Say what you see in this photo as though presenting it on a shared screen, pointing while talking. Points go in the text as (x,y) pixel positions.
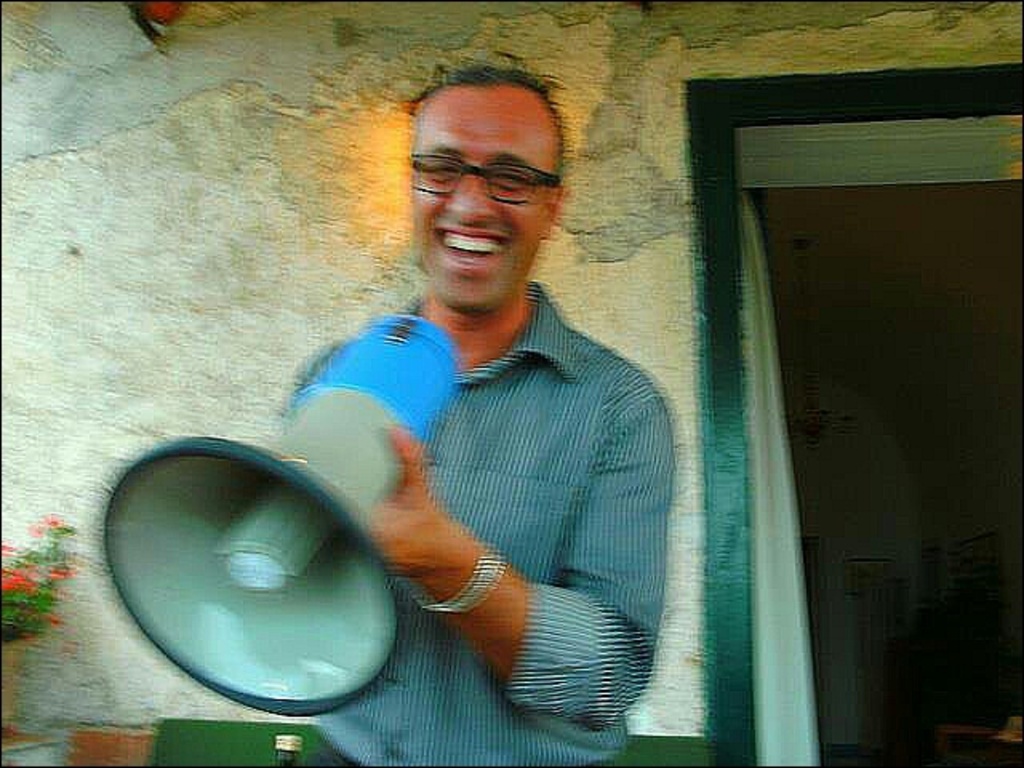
In the image we can see there is a man (480,386) standing and he is holding a loudspeaker mic (332,490) in his hand (395,500). Behind there are flowers (17,591) kept in the vase (20,693) and there is wall (264,169).
